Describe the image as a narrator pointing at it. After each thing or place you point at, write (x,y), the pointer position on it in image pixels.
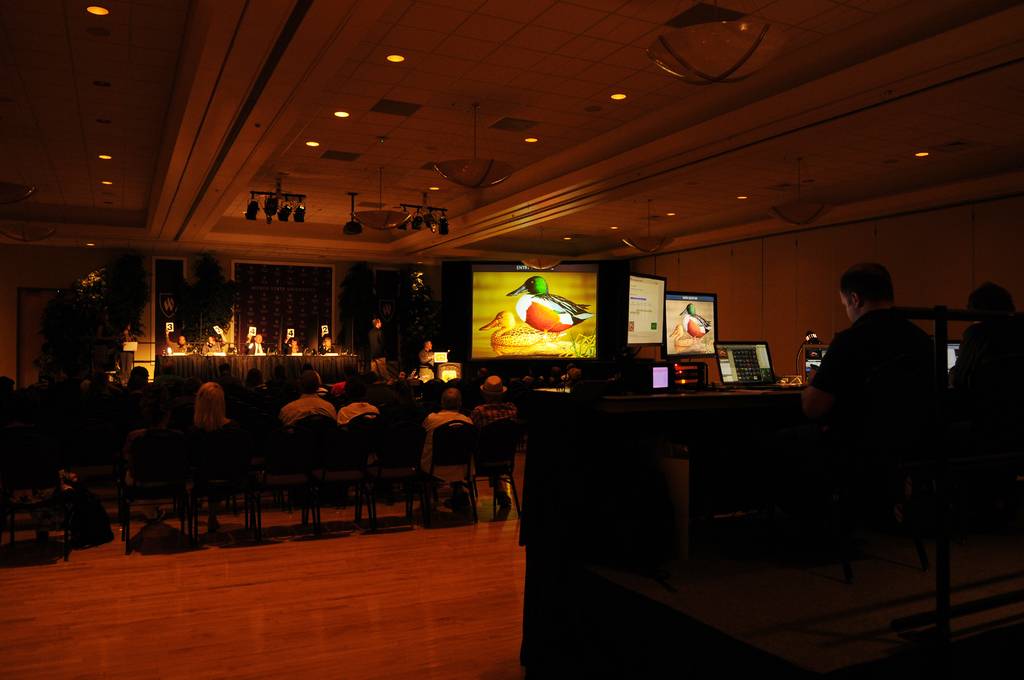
In this picture I can see few persons (817,437) are working with the laptops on the right side (850,417), in the middle (588,263) there are electronic displays (700,305). On the left side (168,401) a group of people (151,406) are sitting on the chairs (388,436). At the top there are ceiling lights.
